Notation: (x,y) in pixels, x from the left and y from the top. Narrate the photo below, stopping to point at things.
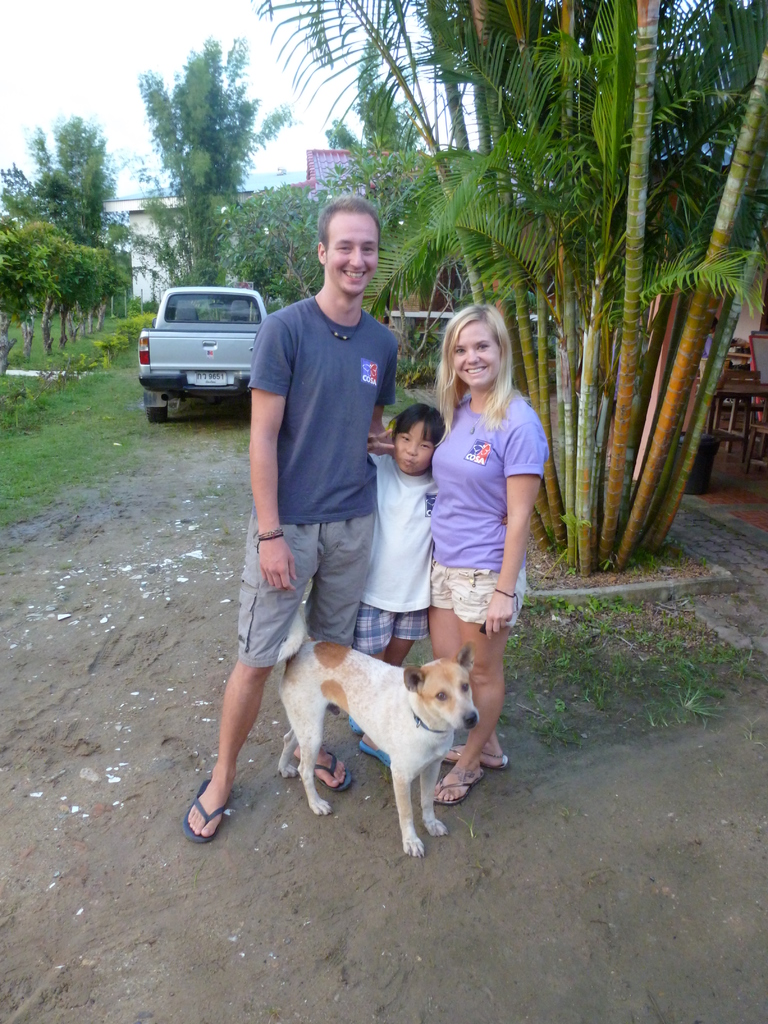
Here I can see a man (343,415), a woman (489,446) and a girl (401,531) are wearing t-shirts (328,411), shorts (280,627), standing on the ground (474,790), smiling and giving pose for the picture. In front of these people (469,550) there is a dog (377,688). In the background (239,363), I can see a truck (197,308), trees (213,215) and building (138,206). At the top of the image (107,36) I can see the sky (106,29).
